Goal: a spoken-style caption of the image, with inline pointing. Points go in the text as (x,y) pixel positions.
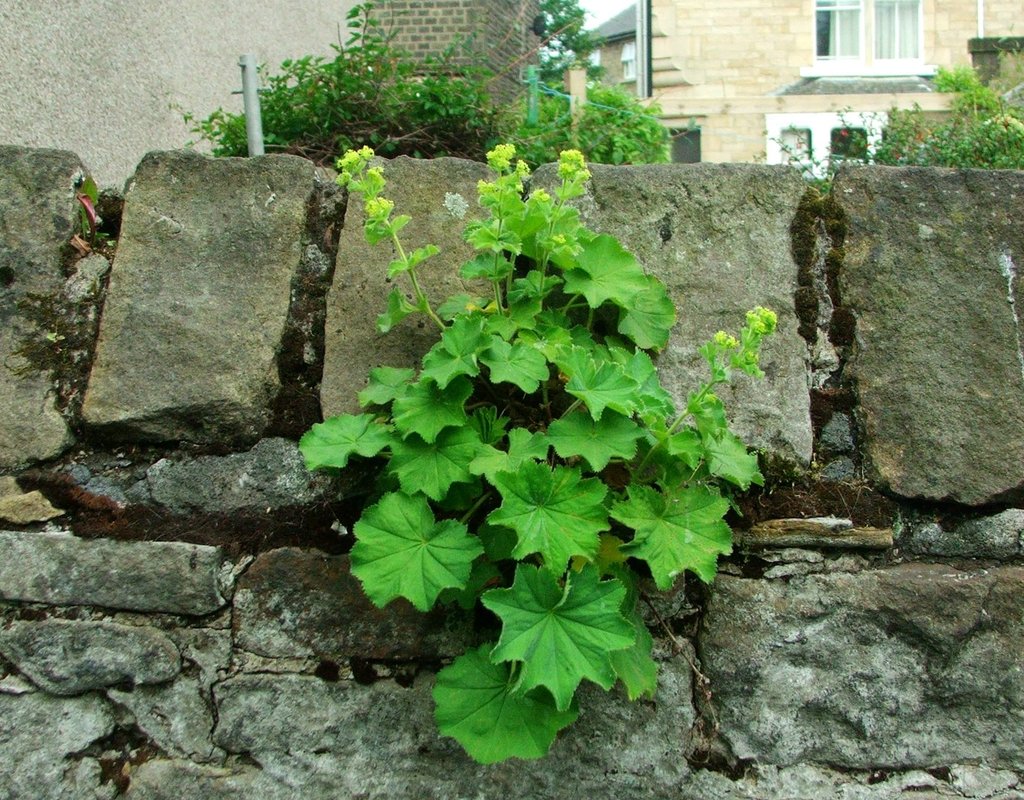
As we can see in the image there are rocks (280,467), plants (587,309), buildings (765,46) and windows (851,46).
